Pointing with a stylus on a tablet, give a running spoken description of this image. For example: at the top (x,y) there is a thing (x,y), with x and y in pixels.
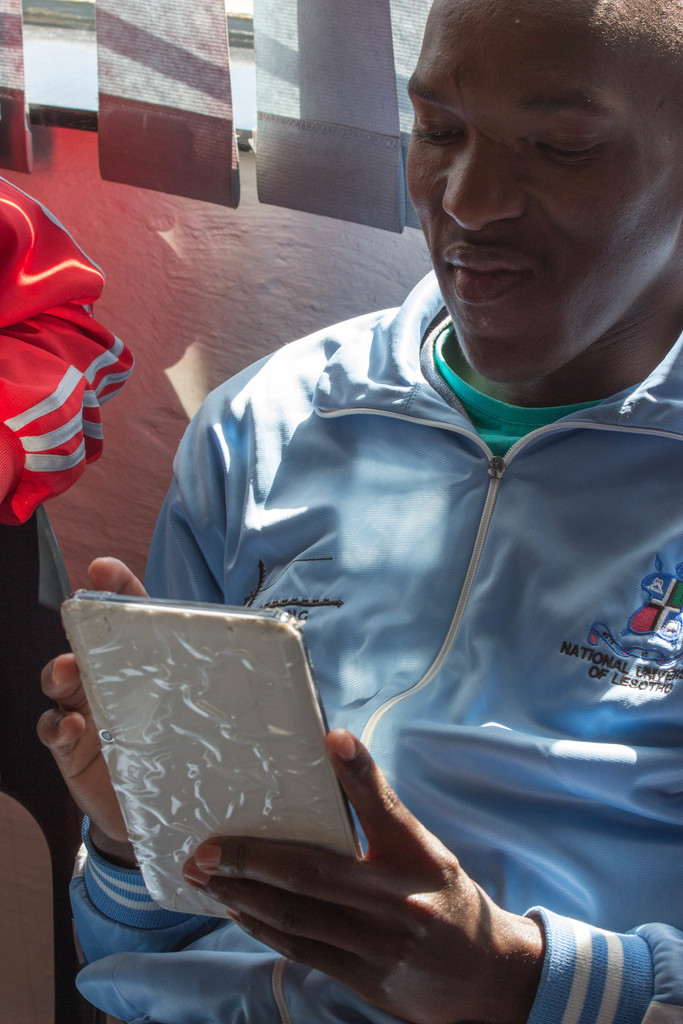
In this picture there is a person (362,845) in blue jacket (470,638) holding a mobile (190,638). On the left (73,430) we can see the hand (48,358) of a person (50,295). At the top (136,97) there is window (71,41) and window blinds (265,71).
